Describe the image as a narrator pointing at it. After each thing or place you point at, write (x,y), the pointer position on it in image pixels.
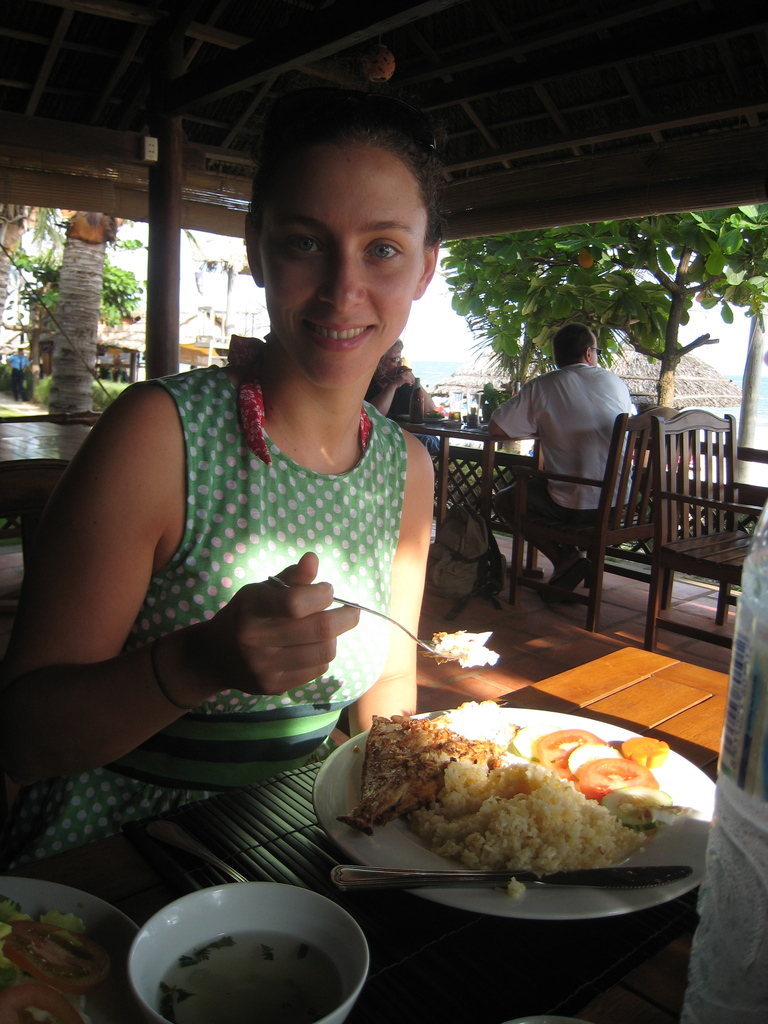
In the picture we can find a woman (429,541) sitting on the chair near the table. She is holding a fork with food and on a plate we can find some food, rice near to the plate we can find one bowl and a knife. In the background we can find some chairs (718,568) and a person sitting on it. And trees (714,219), sky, and houses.
